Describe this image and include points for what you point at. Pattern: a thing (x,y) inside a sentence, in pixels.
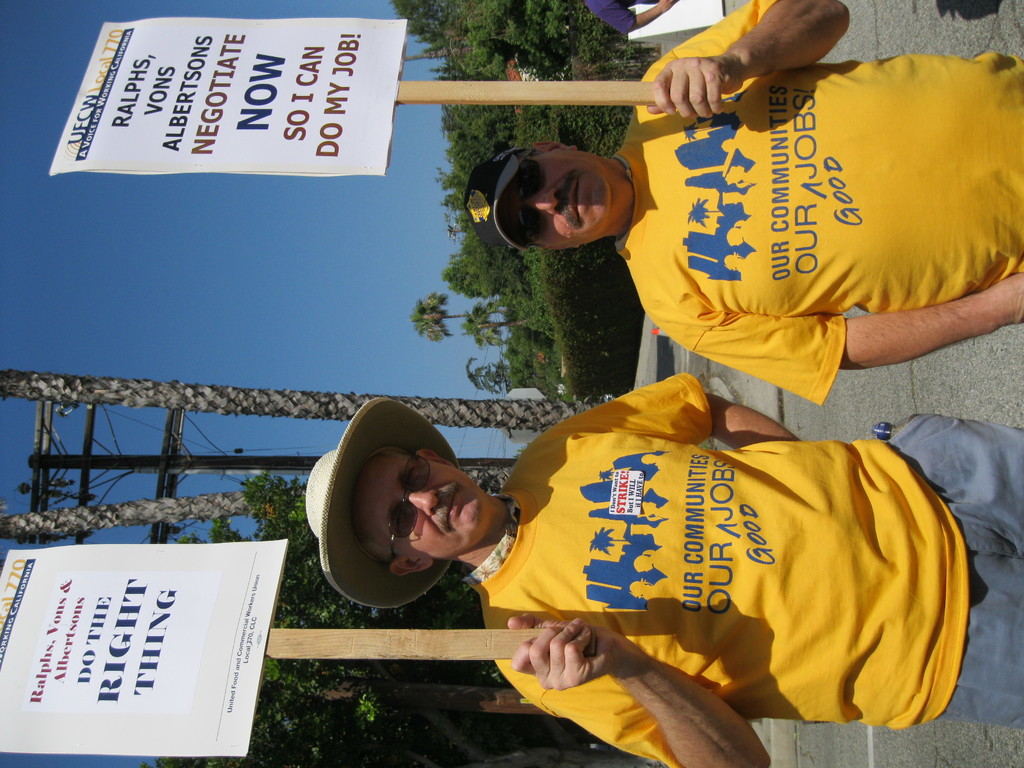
In this picture we can see two men (566,434) wore caps (500,216), goggles (524,211) and holding posters (128,670) with their hands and at the back of them we can see a person's hand (644,14), trees (522,284), electric pole (110,467) and some objects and in the background (279,273) we can see the sky (209,243).
